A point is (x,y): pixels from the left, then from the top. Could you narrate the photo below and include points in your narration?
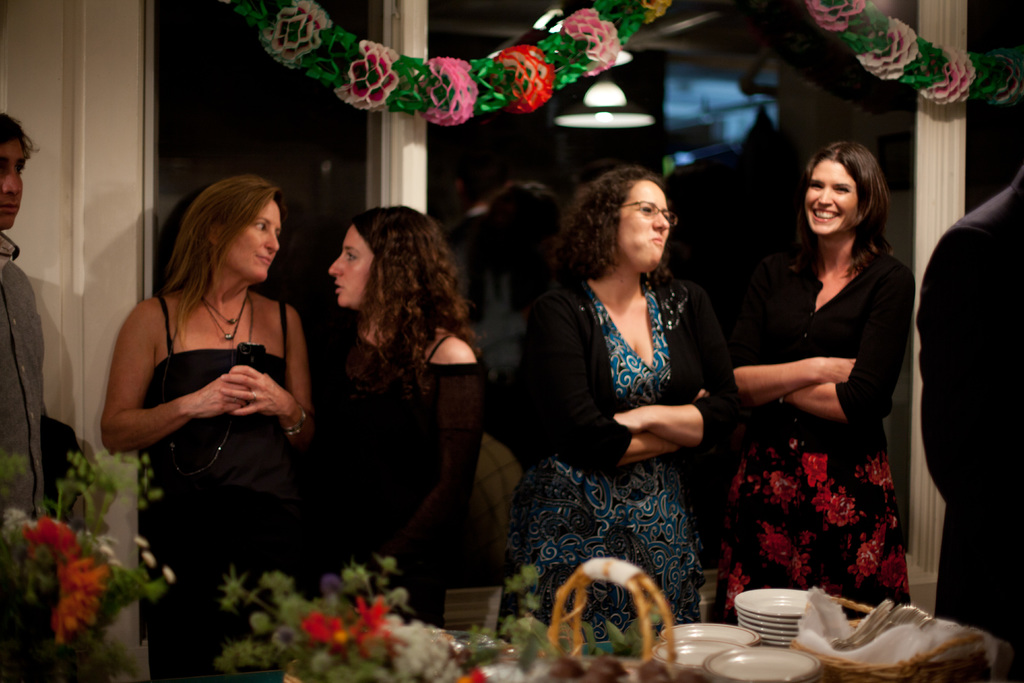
In the image we can see there are four women (304,397) and a man (8,375) standing, they are wearing clothes (668,470) and one of them is smiling. Here we can see there are plates (704,640), wooden basket (889,677) and flowers (321,625). We can even see glass window (774,107) and on the glass window (606,117) we can see the reflection (604,114) of light (599,115). Here we can see the decoration (941,51) and the background (250,109) is dark.
